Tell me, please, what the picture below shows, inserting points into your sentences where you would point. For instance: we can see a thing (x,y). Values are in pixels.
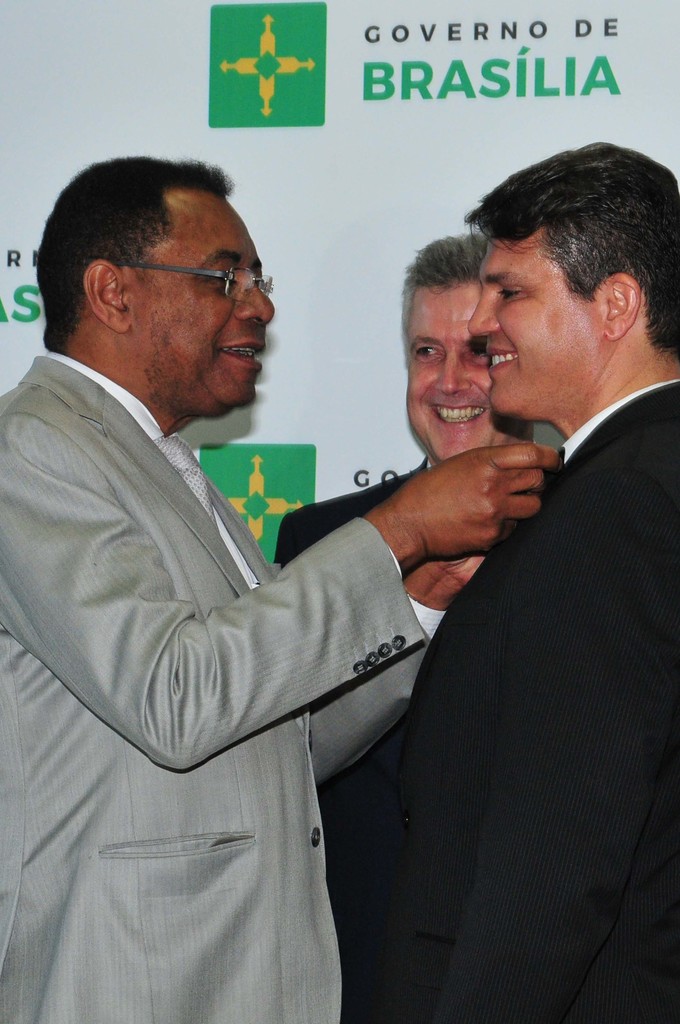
In the image in the center (281,646) we can see a few people (295,687) were standing and they were smiling, which we can see on their faces (504,400). In the background (320,169) there is a banner (473,126).
